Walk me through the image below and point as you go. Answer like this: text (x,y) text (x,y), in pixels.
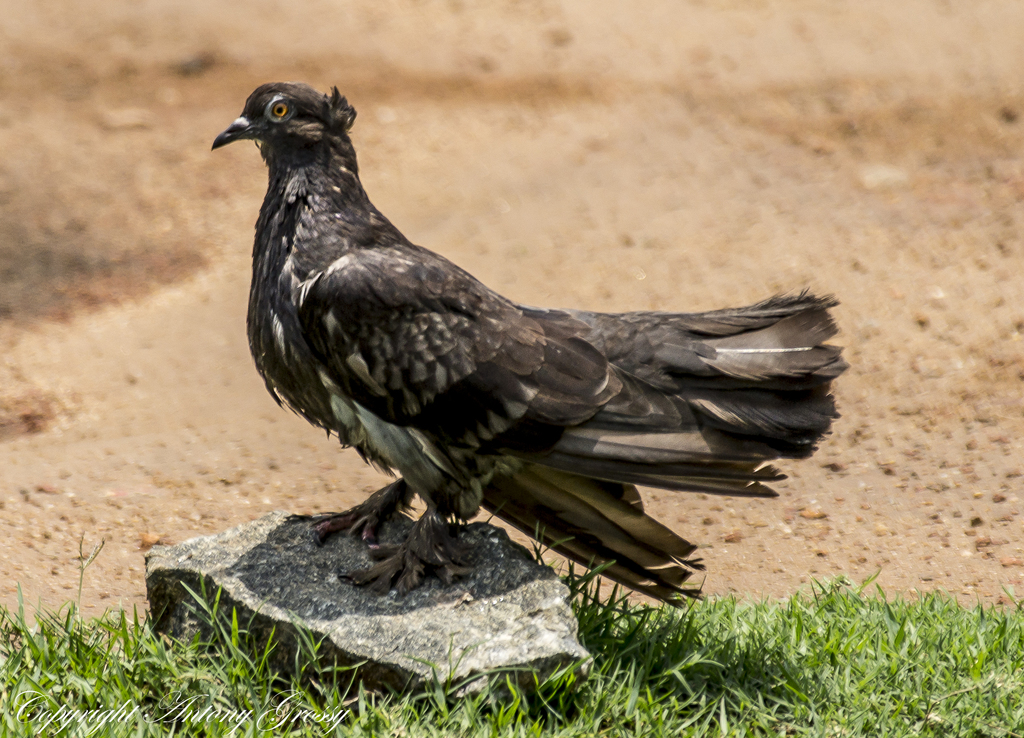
In this image we can see the black color bird (441,303) on the stone (450,594). Here we can see the grass (824,683) and the background of the image (21,210) is slightly blurred. Here we can see the watermark (80,714) on the bottom left side of the image (57,714).
